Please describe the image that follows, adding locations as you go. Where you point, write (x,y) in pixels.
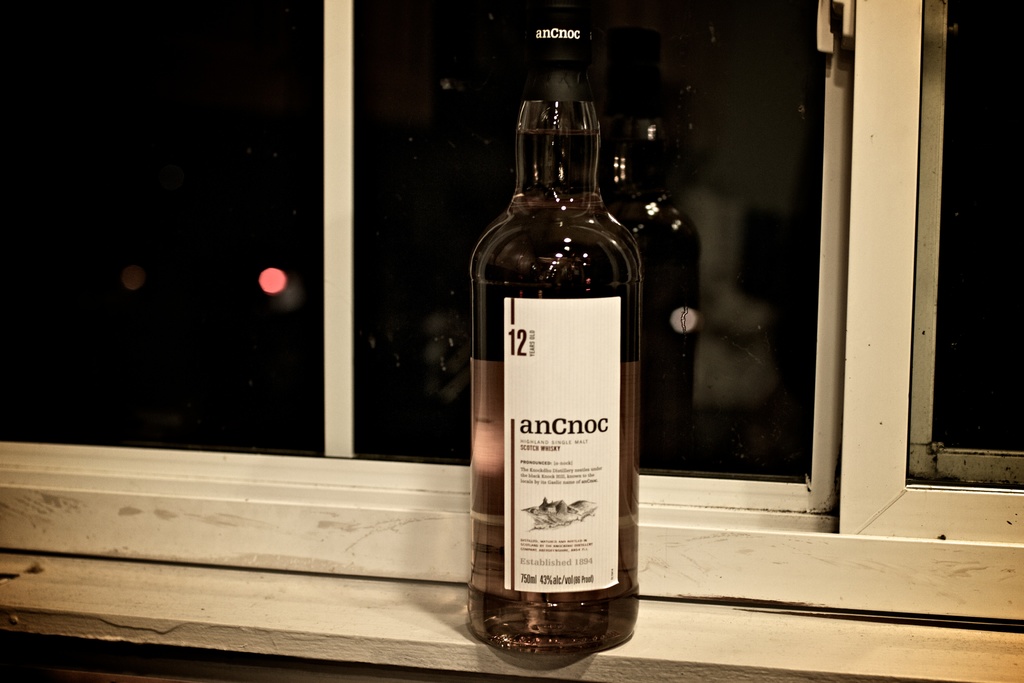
In the center (613,299) we can see whisky bottle (556,297) on the window sill (671,599). In the background (407,125) there is a window (654,254).
